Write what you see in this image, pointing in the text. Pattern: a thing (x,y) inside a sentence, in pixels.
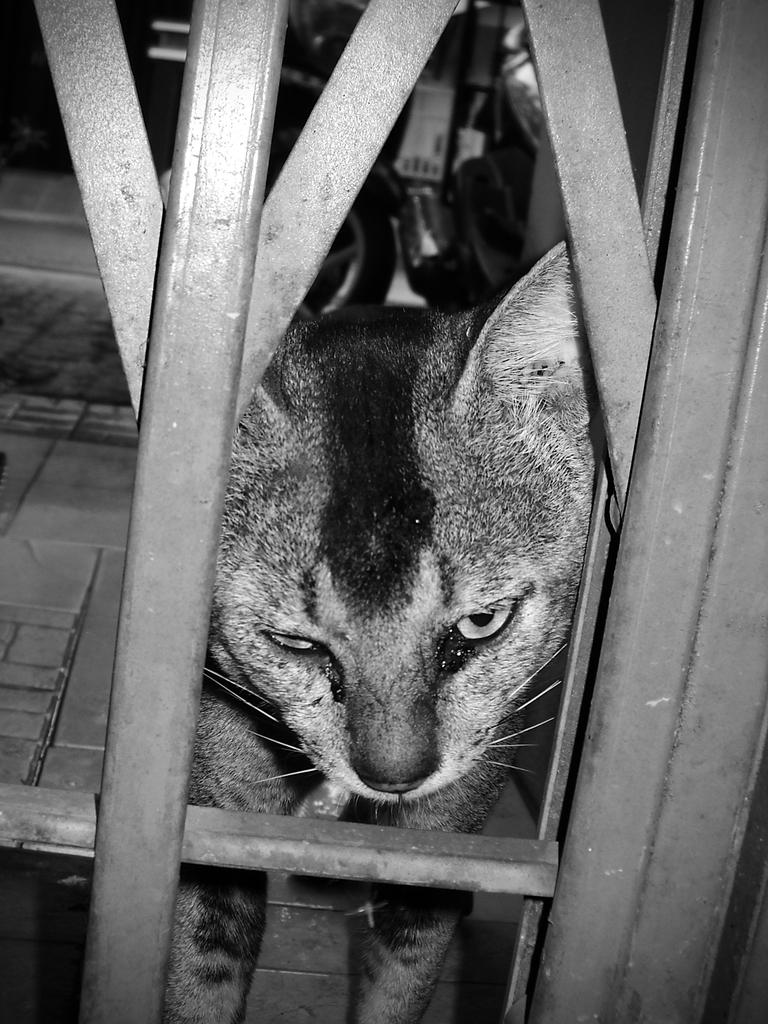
In the picture we can see a part of the gate (696,739) from it we can see a cat (220,893) is looking out.
